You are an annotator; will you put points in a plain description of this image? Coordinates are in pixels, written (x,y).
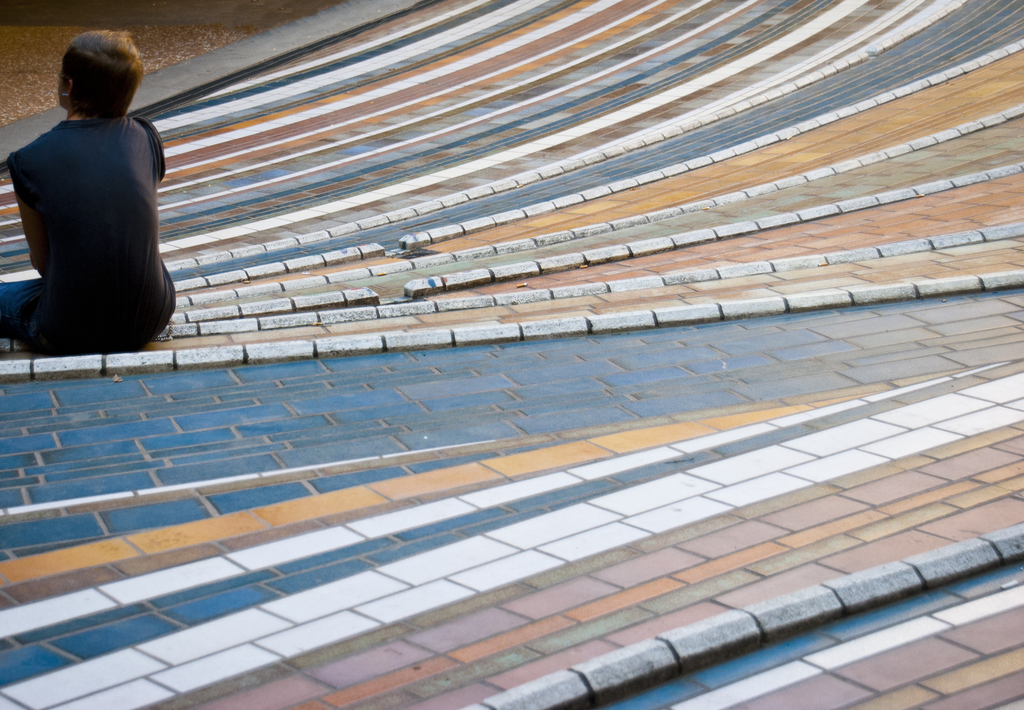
In this image I can see a person (110,212) sitting on the colorful floor (666,137). He is wearing black top (104,248).
